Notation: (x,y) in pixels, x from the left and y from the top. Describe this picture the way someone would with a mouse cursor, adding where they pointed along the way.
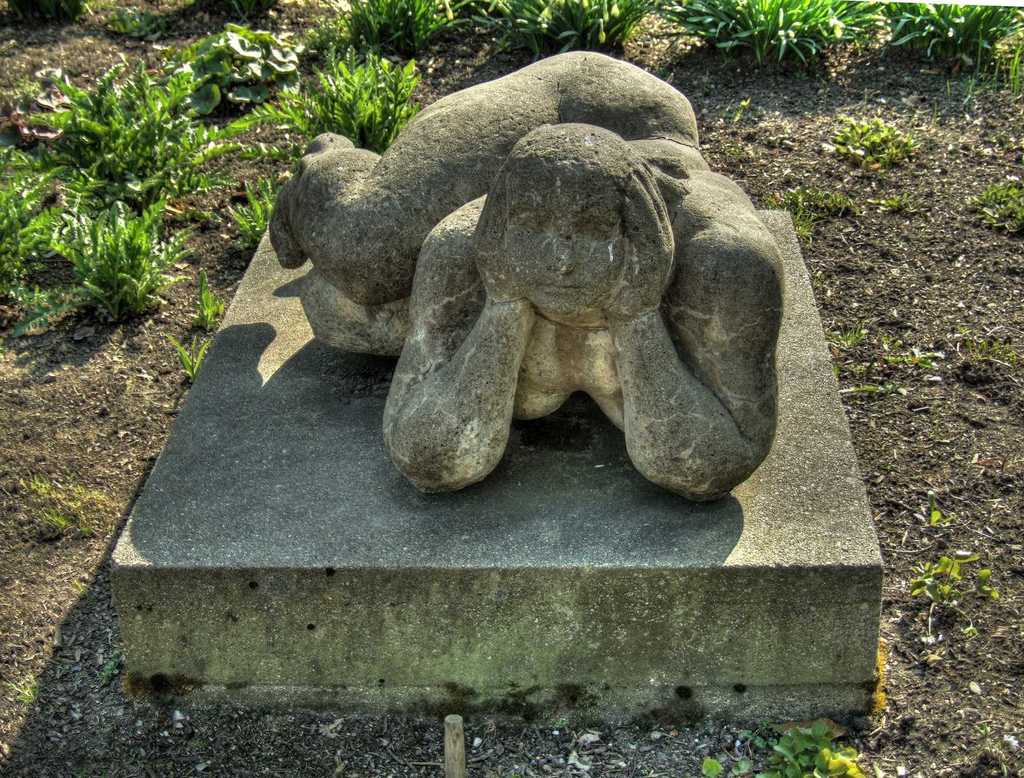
In this image, there is an outside view. There is a sculpture (512,239) in the middle of the image (524,377). There are some plants (564,42) at the top of the image (605,32).
